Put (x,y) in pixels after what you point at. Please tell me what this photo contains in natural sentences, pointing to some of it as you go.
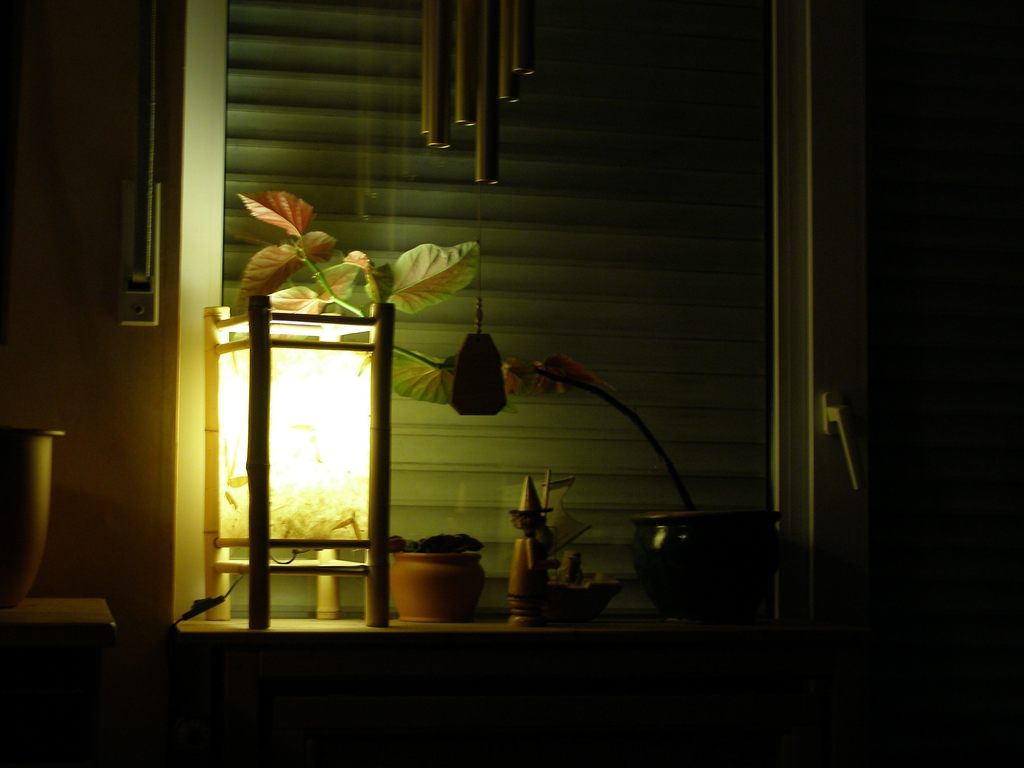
In this image there is a table (265,641), on the table (248,641) there is a lamp (385,481) and house plant (407,391), there is a flower pot (439,555), hanging and window (450,236) visible.
